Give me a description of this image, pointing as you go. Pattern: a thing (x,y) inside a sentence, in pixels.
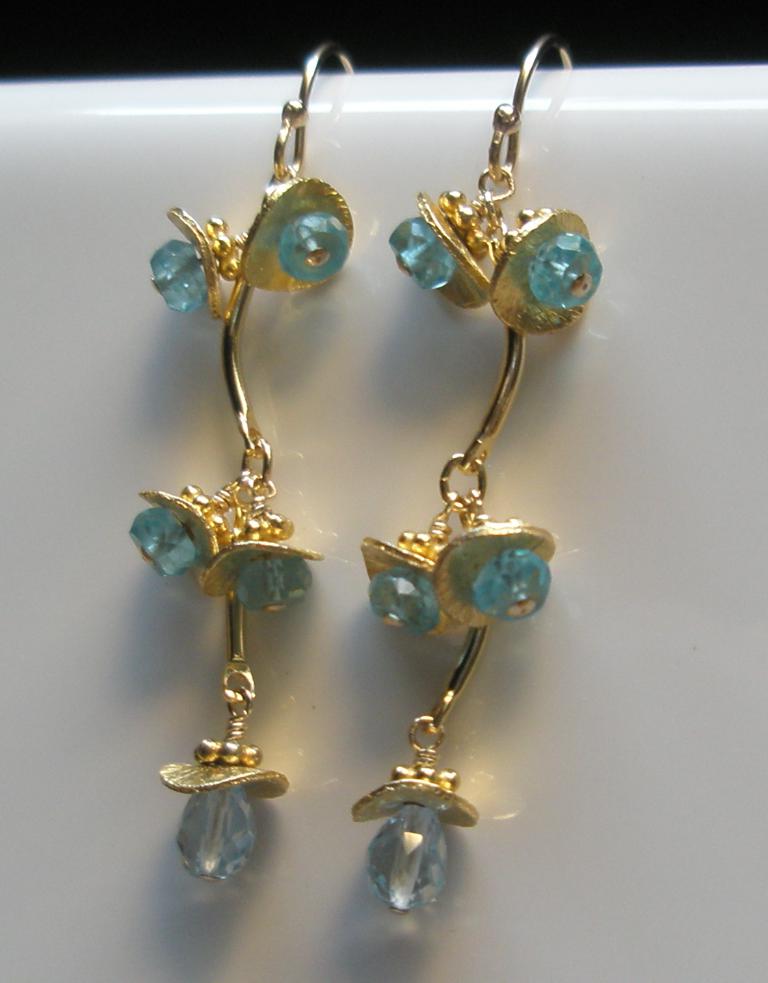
In this image there is a jewellery (423,222) hanging on the object (113,227) which is white in colour.
